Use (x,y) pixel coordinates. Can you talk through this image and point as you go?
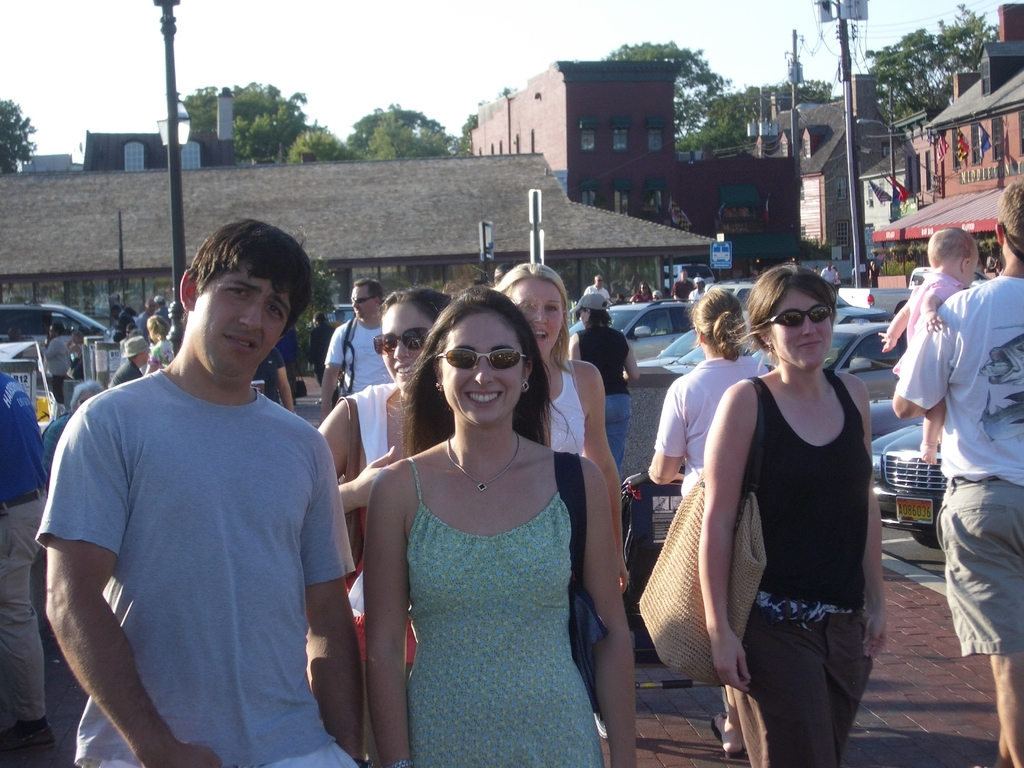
In this image we can see group of people (865,597) Standing on floor (656,661). To the right side of the image (1003,321) we can see a person (1000,338) wearing white t shirt (998,340) is holding a baby (920,302) in his hand (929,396). A woman (831,507) wearing black dress (841,495) is wearing a bag (750,603) and goggles (817,308). In the background (854,344) we can see group of cars (854,344) placed on the ground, group of poles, buildings (927,167), trees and sky (391,4).
